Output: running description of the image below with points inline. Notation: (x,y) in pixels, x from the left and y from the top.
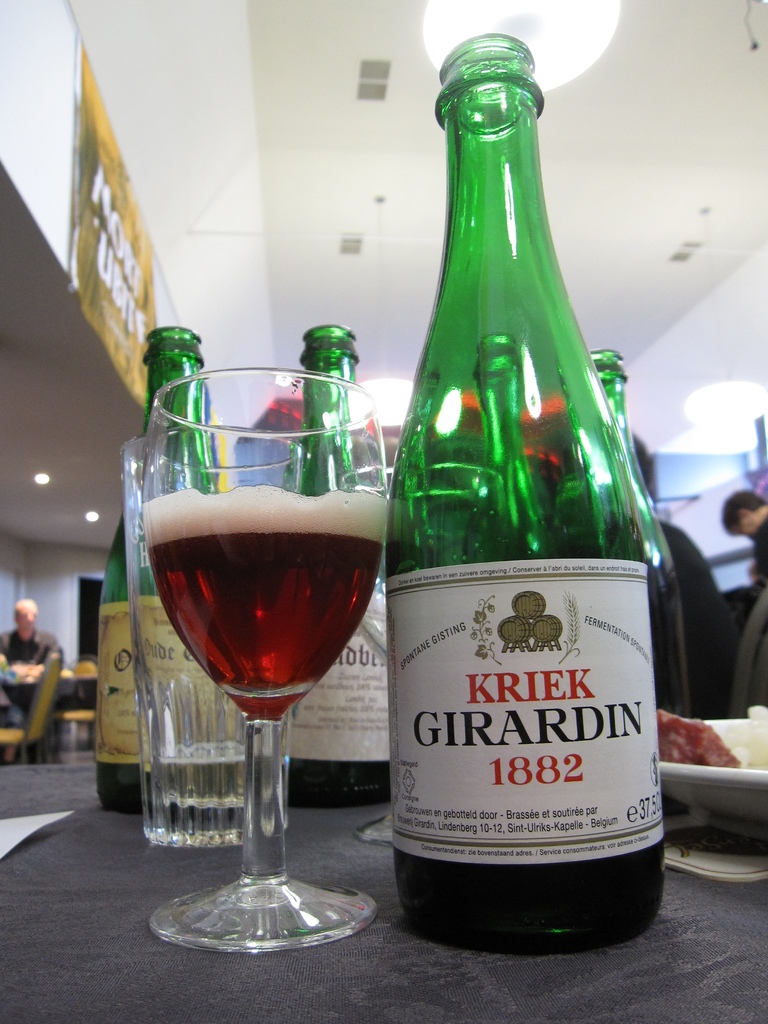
As we can see in the image there is a white color wall (183,199), banner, tables (135,837) and on table (374,975) there are bottles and glass (224,577).
